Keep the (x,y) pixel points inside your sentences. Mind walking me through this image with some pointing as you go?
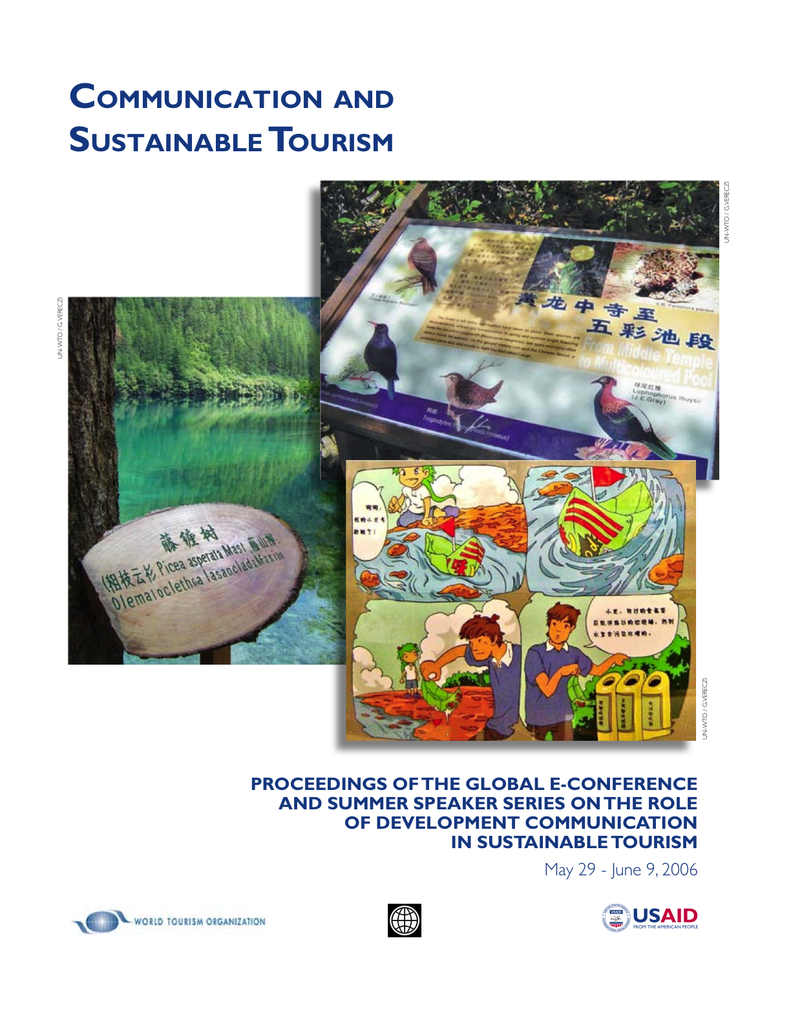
In this image, we can see some posters (540,527) with text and images (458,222). We can also see some text (537,823).
